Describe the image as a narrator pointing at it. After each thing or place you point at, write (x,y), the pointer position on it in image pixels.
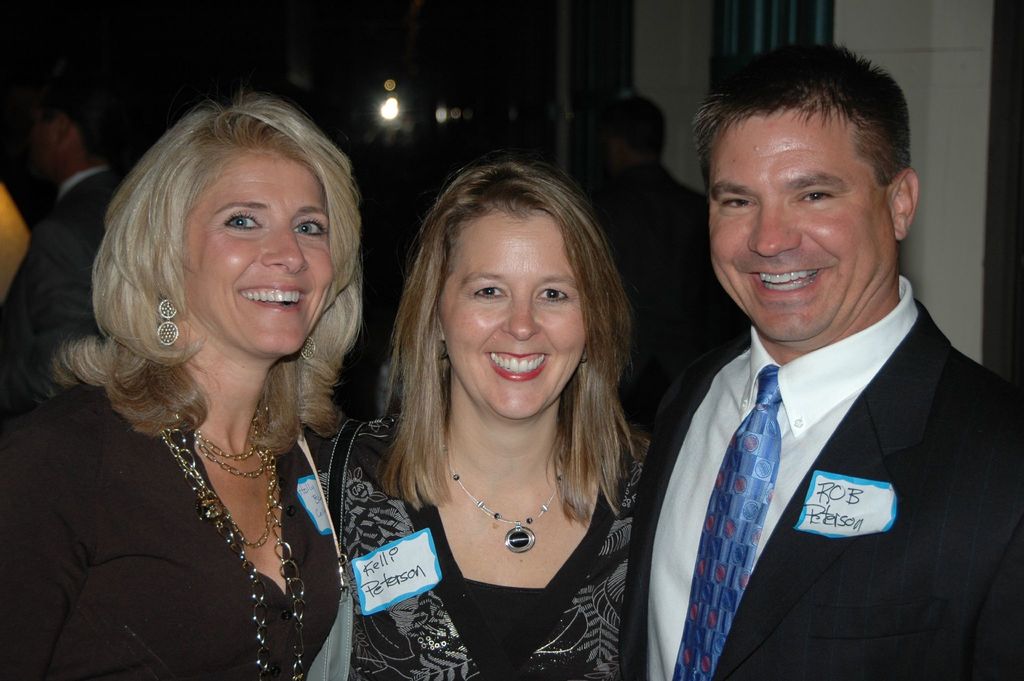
In this image there are two women (458,322) smiling and one man (847,586) is also smiling. In the background (623,154) there is also a person (608,132) visible. Light (396,111) is also visible.
